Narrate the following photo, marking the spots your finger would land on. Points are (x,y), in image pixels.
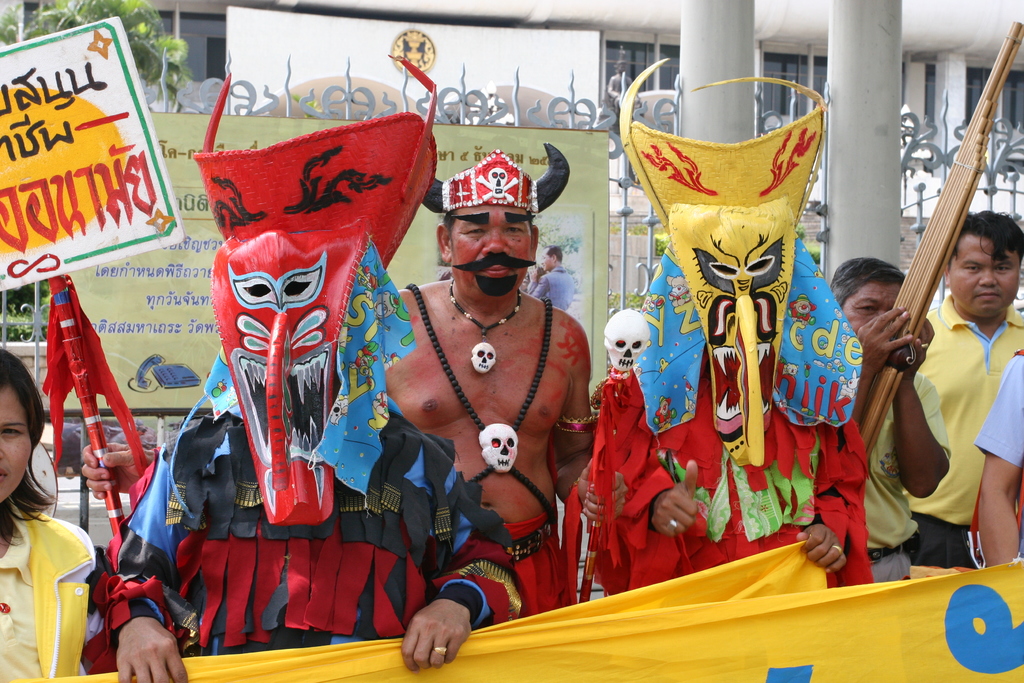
In this image I can see people (551,373) among them and some are wearing costumes (546,341). I can also see these two people (327,560) are holding banners (568,619) in hands (428,638). In the background (563,271) I can see a board (559,208) which has something written on it. Some of them are holding some objects (64,284) in hands (460,633).
